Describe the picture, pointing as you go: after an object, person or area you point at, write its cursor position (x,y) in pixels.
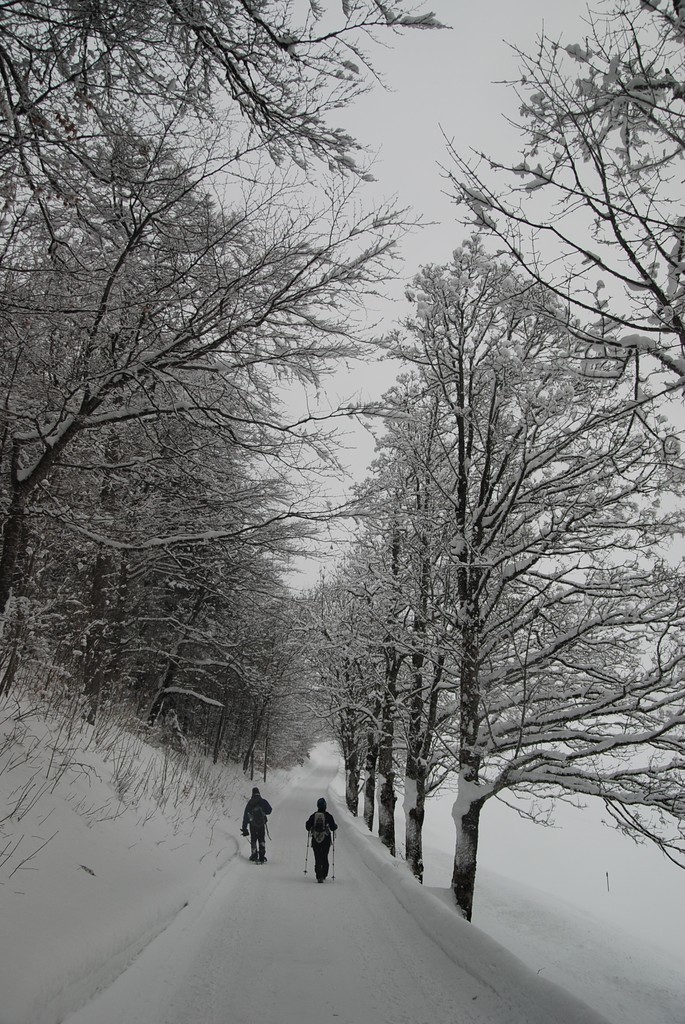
In the image there are two persons (260,833) walking in the middle of path (284,843) with trees (281,688) on either side of it on the snow land (62,899) and above its sky (460,105).
